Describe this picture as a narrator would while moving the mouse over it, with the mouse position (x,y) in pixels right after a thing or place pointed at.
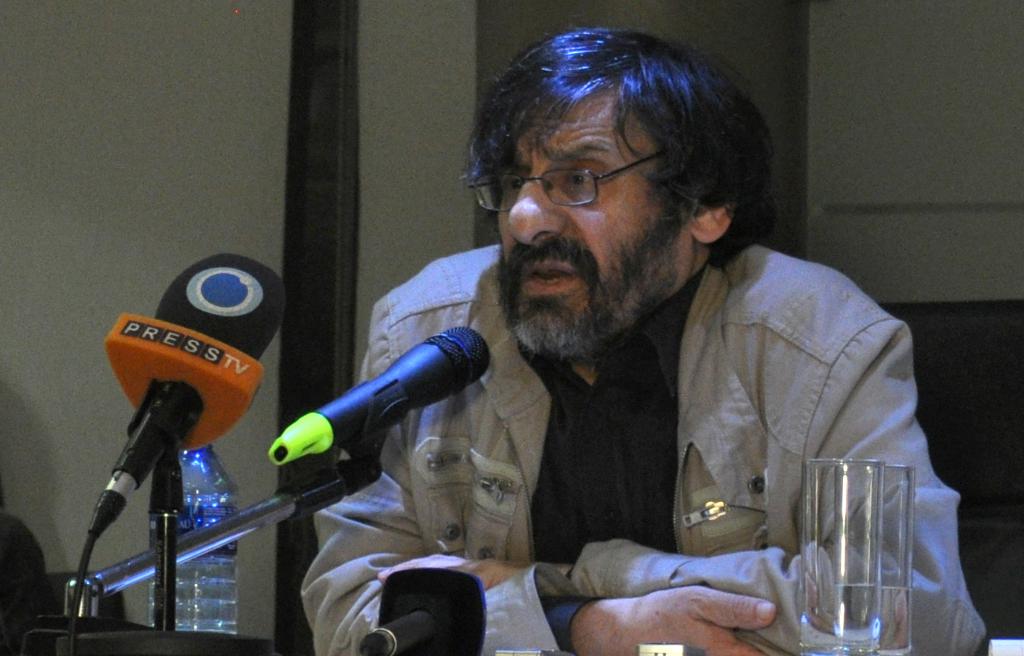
In this image I see a man (337,617) who is wearing white jacket (961,629) and black shirt (557,553) and I see mics (242,352) in front of him and I see a water bottle (205,579) and 2 glasses (902,489) over here. In the background (989,199) I see the wall (441,24).
